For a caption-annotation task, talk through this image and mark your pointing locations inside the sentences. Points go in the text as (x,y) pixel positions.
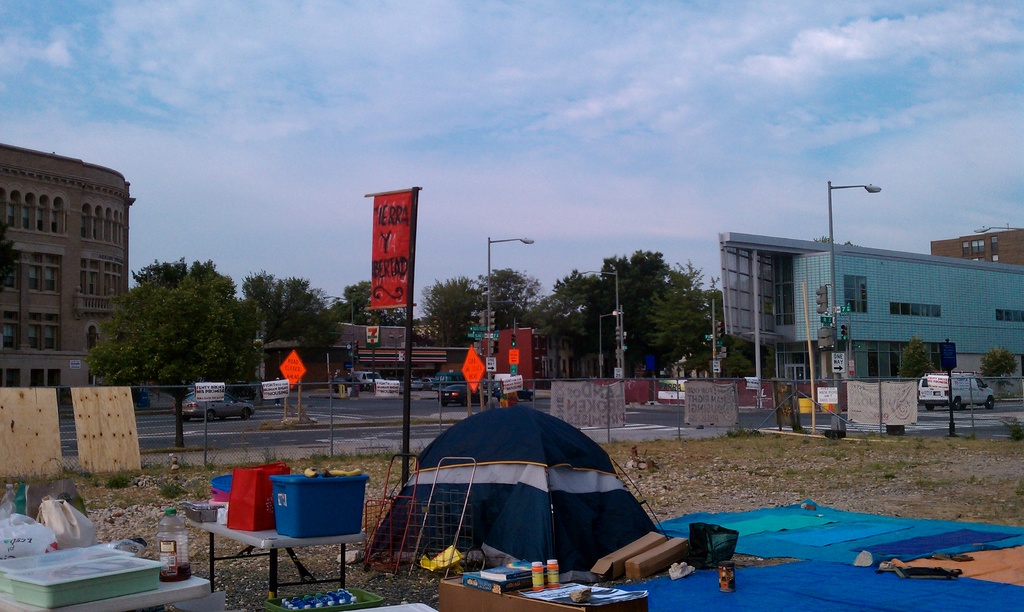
This image is taken outdoors. At the top of the image (266,107) there is the sky (608,129) with clouds (560,128). At the bottom of the image (812,582) there are a few sheets (830,573) on the ground (815,495). In the background (442,318) there are few trees (174,317), poles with street lights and sign boards (488,366). A few vehicles (432,384) are moving on the road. On the right side of the image (908,274) there are two building (911,299). There are a few trees (990,369). A pole (836,329) with a street light (831,300) and signal lights (825,289) and there are a few boards (820,398). A car (963,393) is moving on the road (947,406). On the left side of the image (51,240) there is a building (46,282). in the middle of the image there is a tent (465,480). There are a few baskets (282,494) on the table (309,574) and there are many things (305,601) on the ground (324,567).
